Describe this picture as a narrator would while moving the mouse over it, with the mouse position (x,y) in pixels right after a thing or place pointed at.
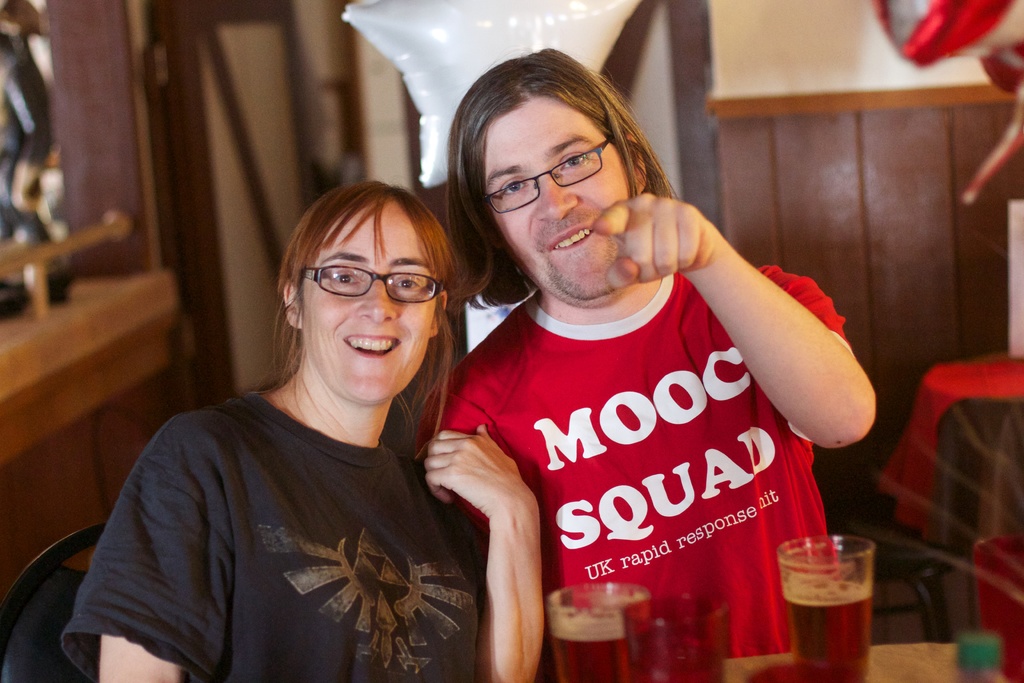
In this image we can see two persons (561,439) smiling and wearing the spectacles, there are some glasses (689,599) with drink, also we can see the chairs (904,564), tables (941,408) and some other objects (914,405).
